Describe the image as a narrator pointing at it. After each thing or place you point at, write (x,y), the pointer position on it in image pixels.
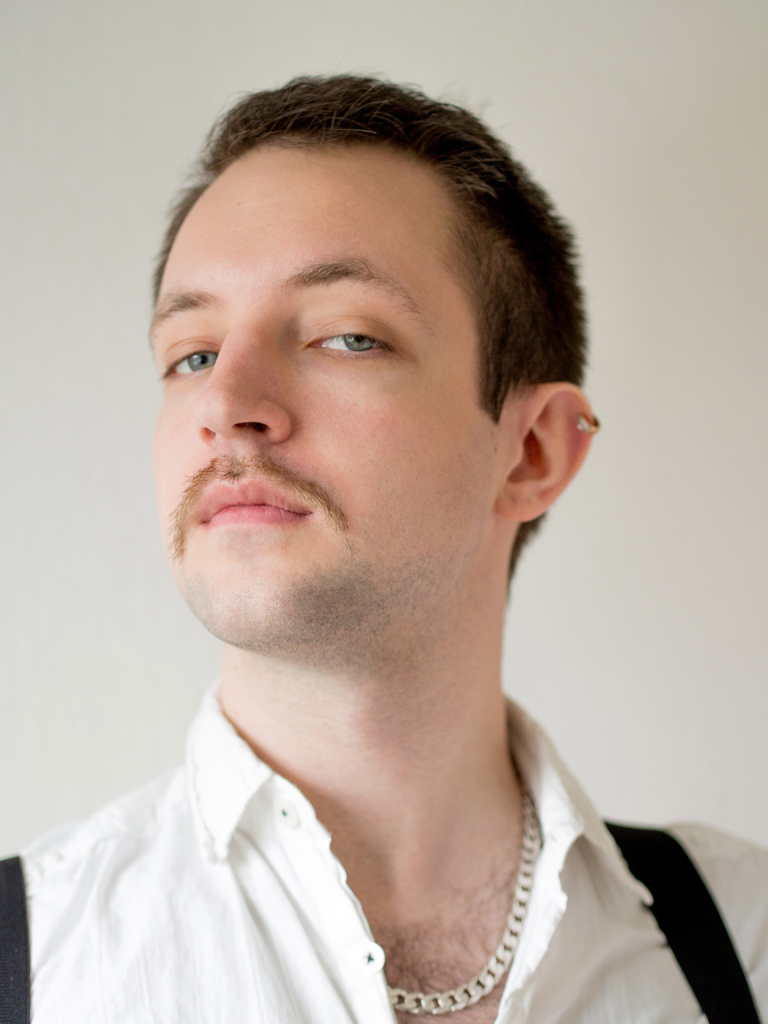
In this image I can see a man (294,779) in the front (391,500) and I can see he is wearing white shirt (332,994) and necklace (490,984). I can also see white colour in the background (162,164).
